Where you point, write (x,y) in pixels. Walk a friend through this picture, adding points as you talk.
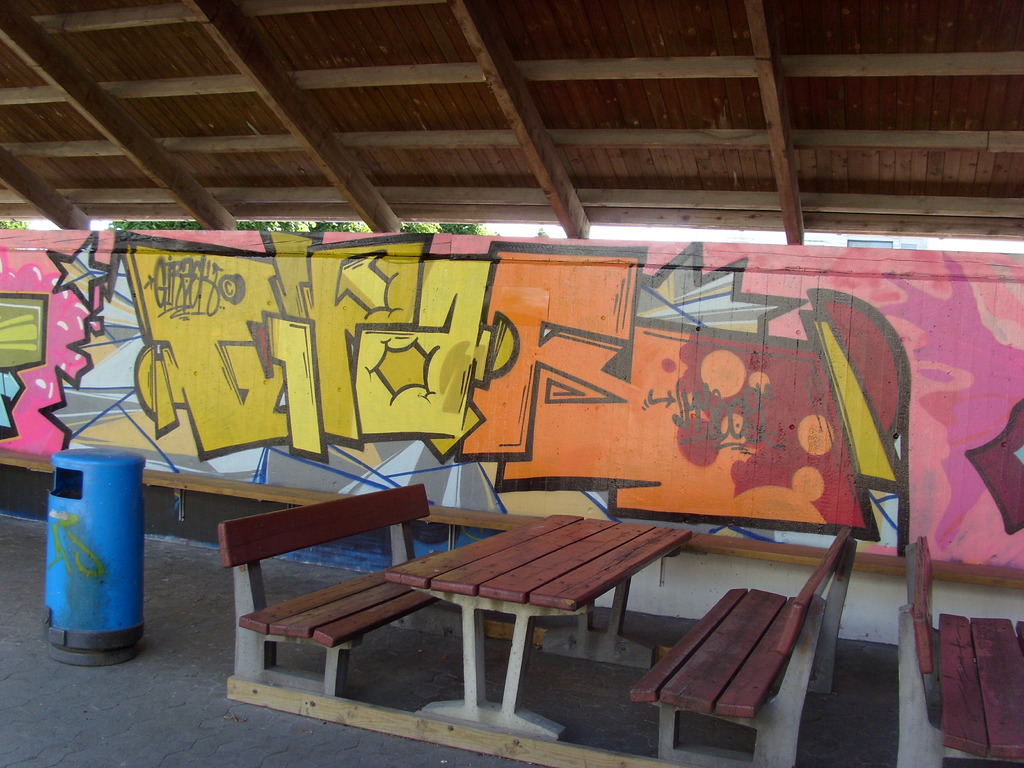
in the center (409,507) we can see bench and table (599,574). On the left side (68,512) we can see the dustbin (113,544). Coming to the background (586,309) we can see graffiti wall (520,338).
